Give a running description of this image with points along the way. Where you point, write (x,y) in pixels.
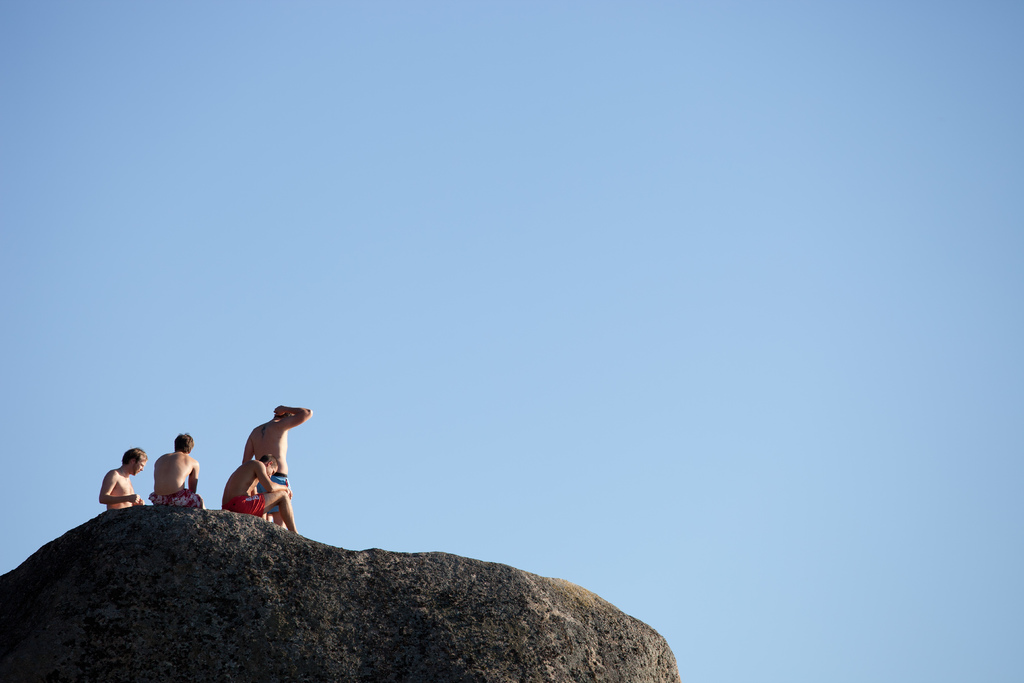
In this image, at the bottom (337,616) there is a stone (261,566) on that there are four men (234,493). In the background (219,496) there is sky (480,246).
